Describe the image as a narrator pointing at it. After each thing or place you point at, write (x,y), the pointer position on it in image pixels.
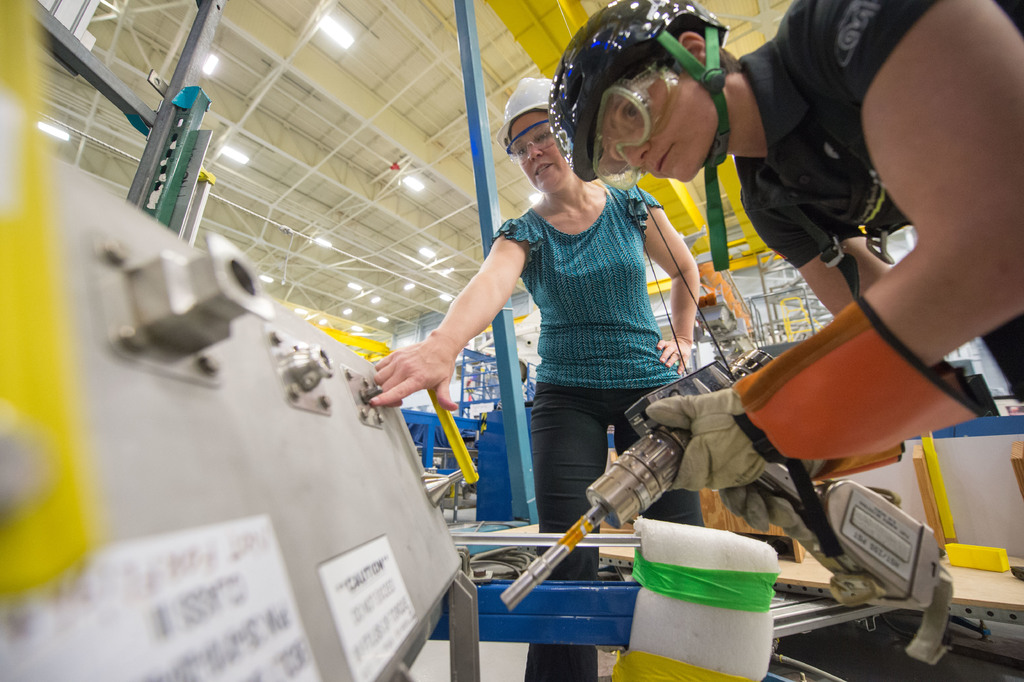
In this image at front there are two persons (562,388) standing in front of the machine (249,403). At the top of the roof (320,142) there are light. At the back side (494,359) there are some objects (755,316).
